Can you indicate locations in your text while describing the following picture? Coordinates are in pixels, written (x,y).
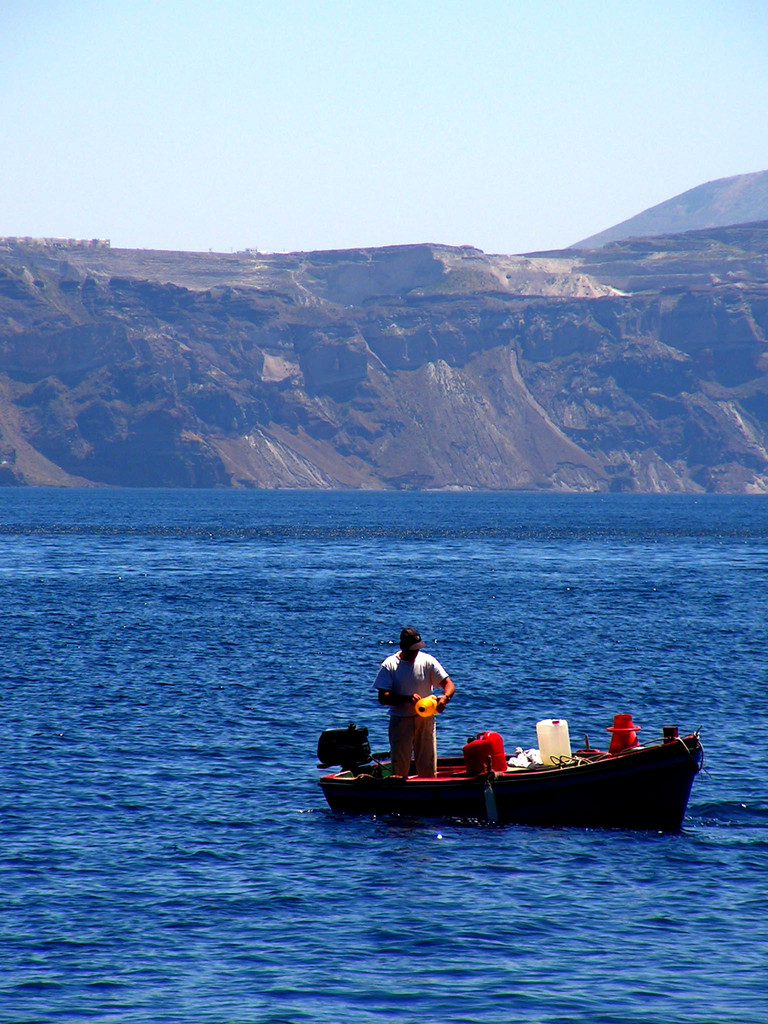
In this image, we can see a person (406,638) on the boat (519,787) which is floating on the water (494,978). There is a hill (344,398) in the middle of the image (319,348). There is a sky (388,204) at the top of the image (456,18).
